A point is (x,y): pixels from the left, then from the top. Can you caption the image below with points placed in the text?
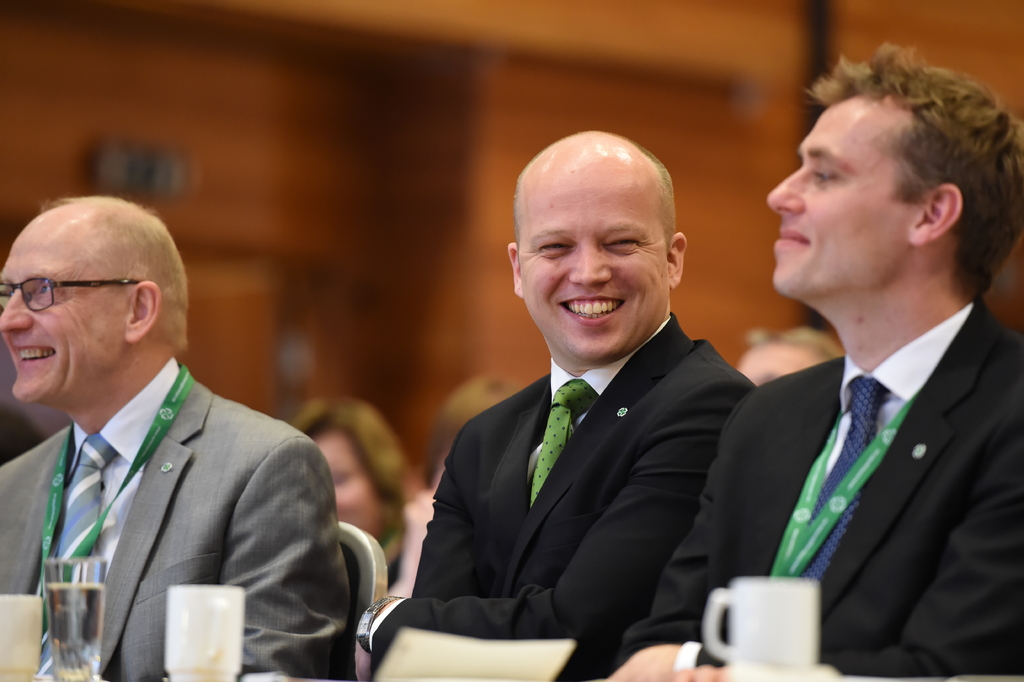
This is an inside view. Here I can see three men (594,487) wearing suits (504,484), sitting on the chairs (380,590) and smiling. At the bottom (242,634) there is a glass (82,647) and a few cups (759,642). In the background (376,466), I can see some more people (375,451) and also there is a wall (259,104).
